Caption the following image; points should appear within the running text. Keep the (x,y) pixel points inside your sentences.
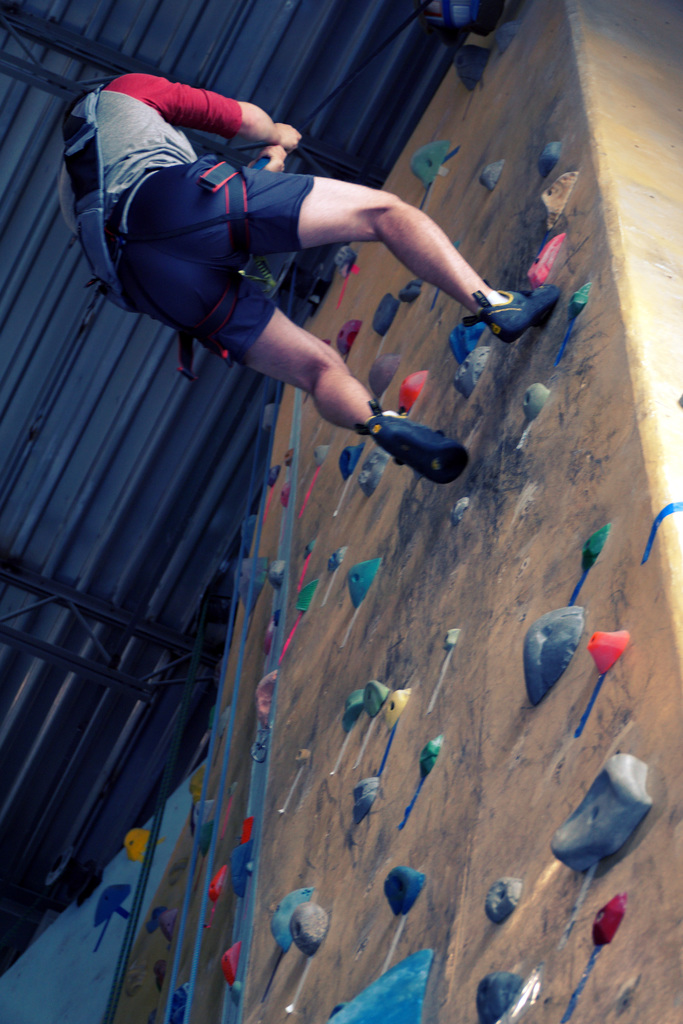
In this image I can see number of colourful climbing holds (589,822) on the wall (482,402). I can also a man (428,241) is holding a rope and climbing the wall (514,207).
